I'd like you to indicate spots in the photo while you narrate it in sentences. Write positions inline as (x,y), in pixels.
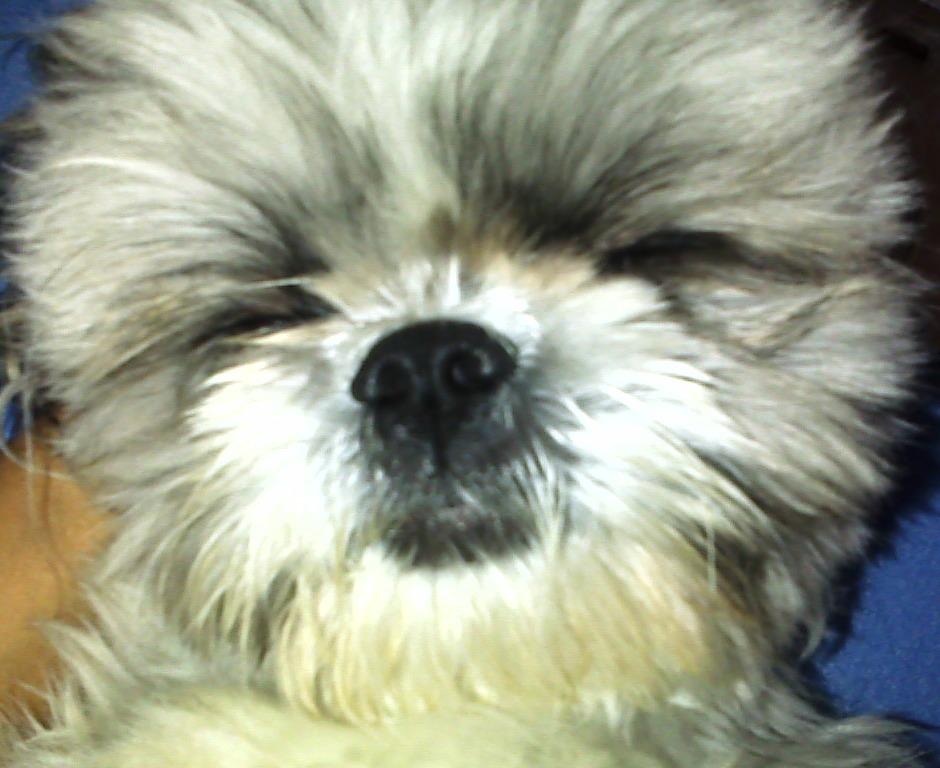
In this image I can see the dog (204,569) which is in white, cream and black color. And there is a blue and brown color background (16,530).
